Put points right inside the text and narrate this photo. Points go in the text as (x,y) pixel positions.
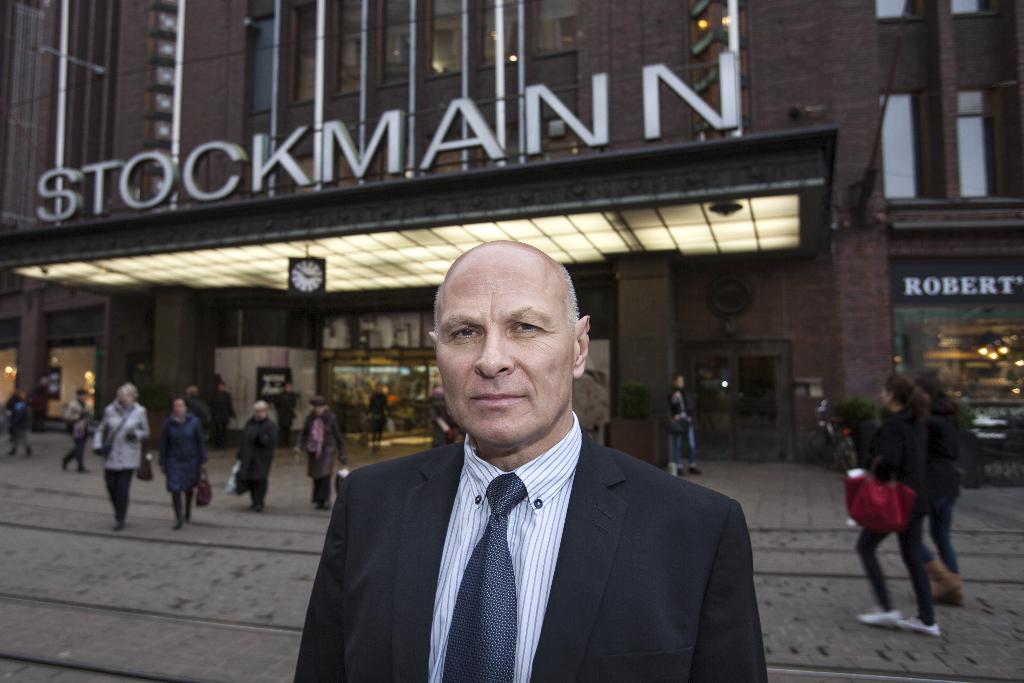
This image is clicked on the road (222,508). There are many people (253,439) walking on the road (134,588). In the foreground (642,588) there is a man (498,546) standing. Behind them there is a building (511,45). There is text (384,170) on the building (295,135). Below the text (294,172) there is clock (302,268) hanging. There are glass doors (383,363) and lights (984,351) to the building (315,345).
